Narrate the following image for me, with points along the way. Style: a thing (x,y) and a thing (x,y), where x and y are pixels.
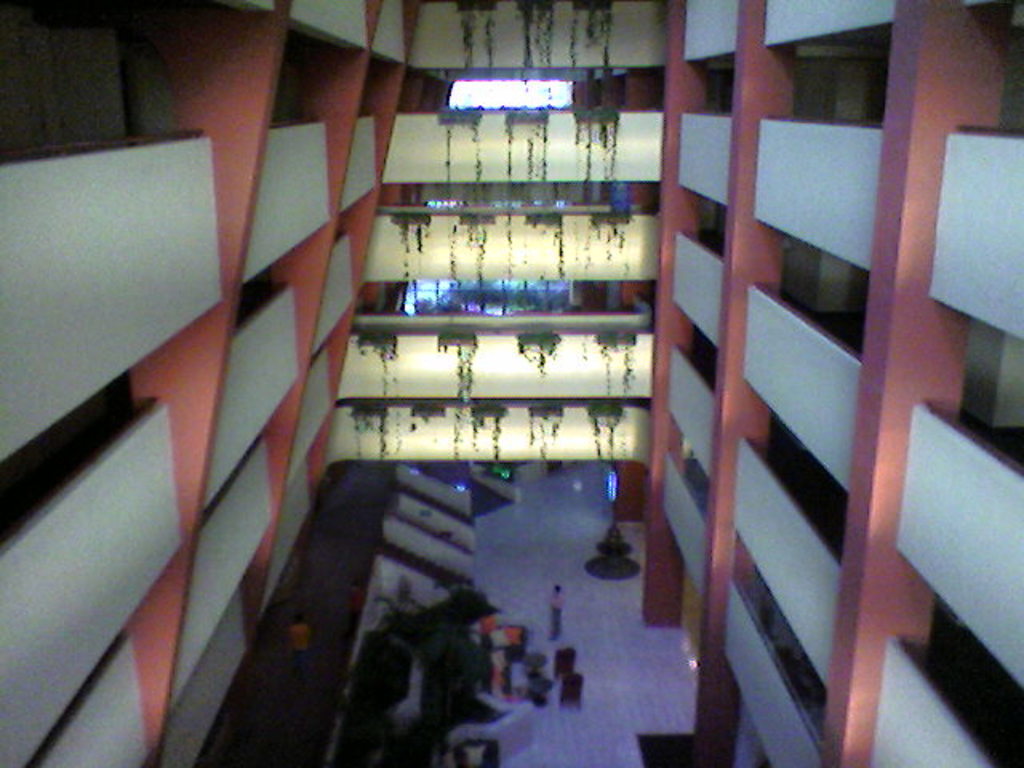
In this picture there are buildings (988,208) on the right (848,240) and left side of the image (267,497) and there are people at the bottom side of the image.
